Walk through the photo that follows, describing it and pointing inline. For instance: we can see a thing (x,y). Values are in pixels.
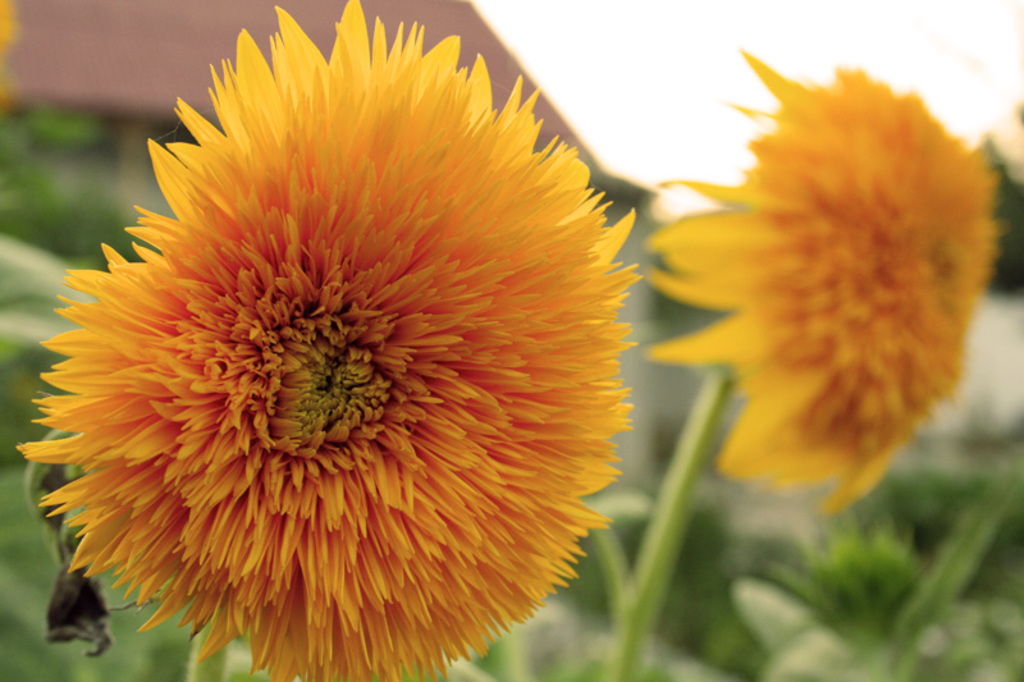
In this image we can see plants (732,568) and flowers (517,233). At the top of the image (601,55) there is sky (583,60).
